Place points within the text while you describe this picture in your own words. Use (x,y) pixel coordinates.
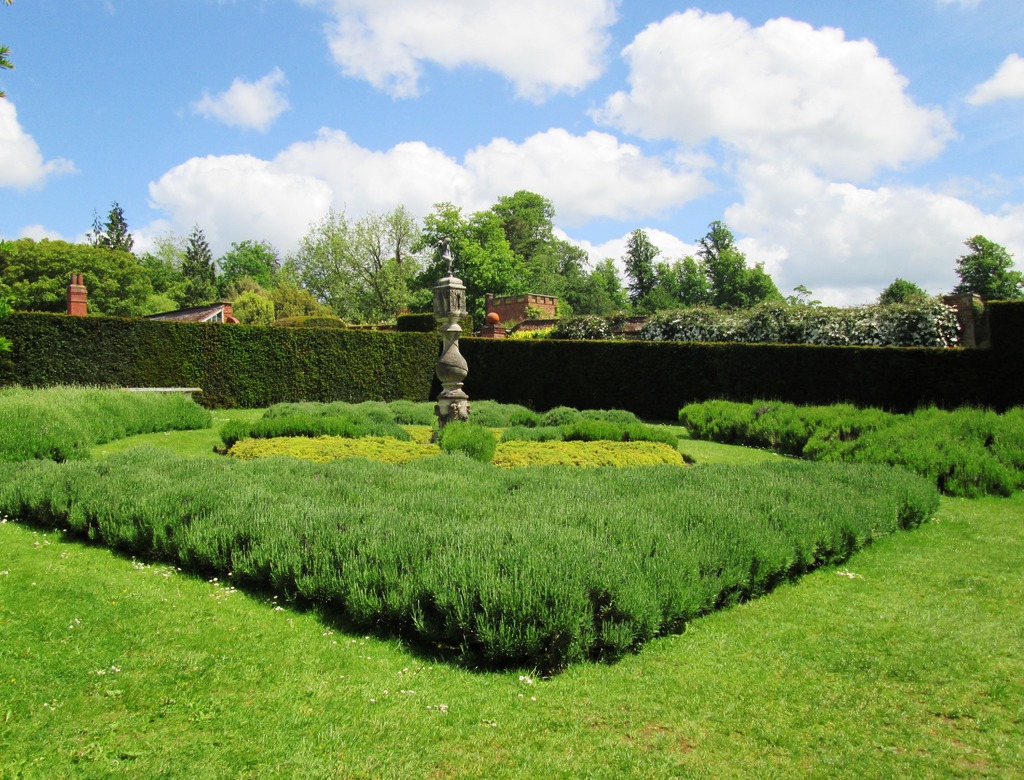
In this image we can see the grass (691,634), plants (878,474), trees (119,279), buildings (528,307) and also the creeper wall (324,355). We can also see the sky (456,142) with the clouds (824,142).
